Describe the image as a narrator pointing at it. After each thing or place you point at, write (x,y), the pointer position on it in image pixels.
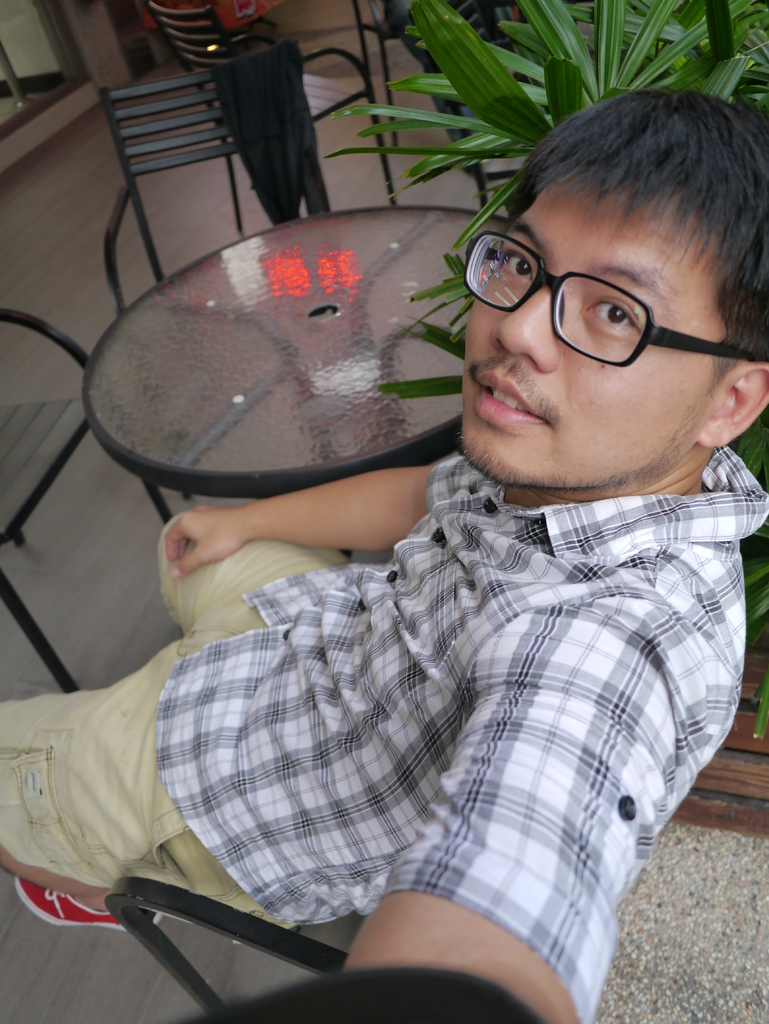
In this image a person (553,716) is sitting on a chair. Behind the table (374,443) there are few chairs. Right top there are few plants (467,101). Left top there is a door (37,44).
